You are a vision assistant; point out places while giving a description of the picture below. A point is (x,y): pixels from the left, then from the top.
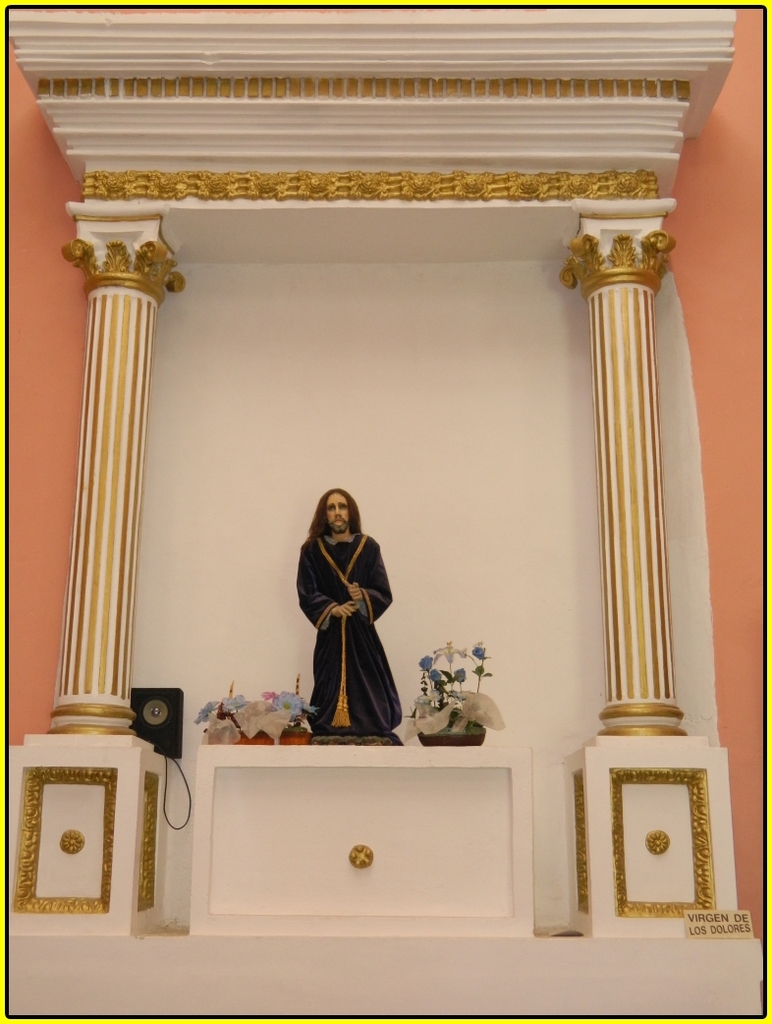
There is a statue of a person (348,506). There are 2 pillars (609,299), a speaker (181,699) and a white background (213,465).
